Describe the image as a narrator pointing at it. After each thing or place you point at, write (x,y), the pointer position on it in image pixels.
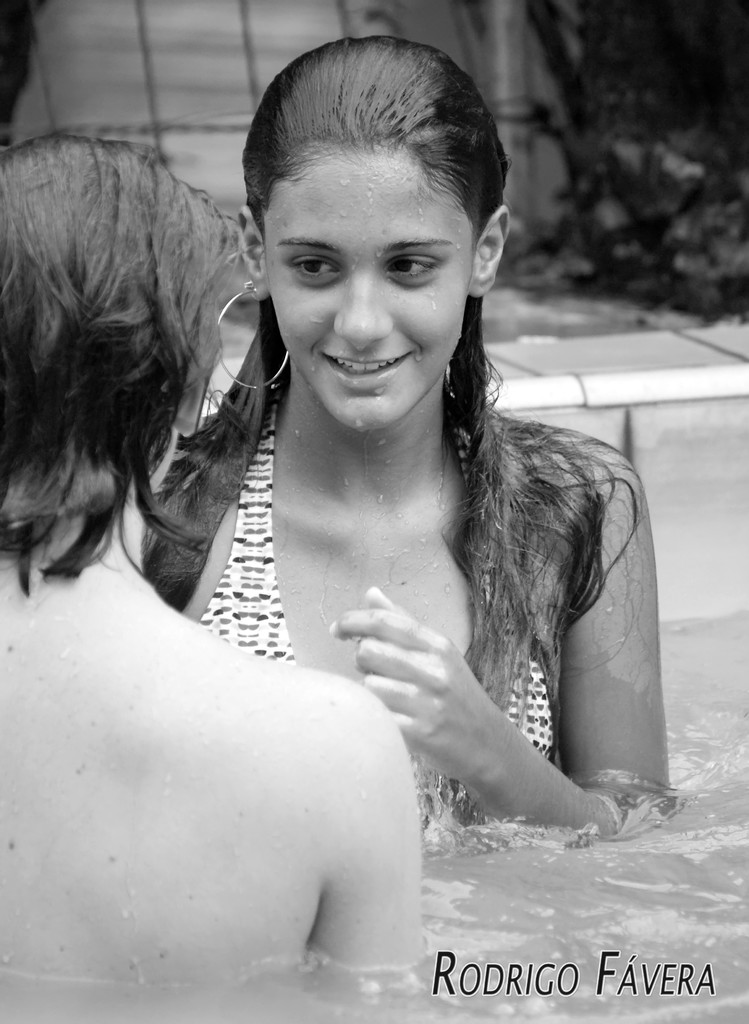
It is a black and white image. In this image we can see two persons (231,504) in the water (530,864). We can also see the path (748,350) and also the plants (682,204) in the background (657,103). At the bottom (658,978) we can see the text (620,989).
